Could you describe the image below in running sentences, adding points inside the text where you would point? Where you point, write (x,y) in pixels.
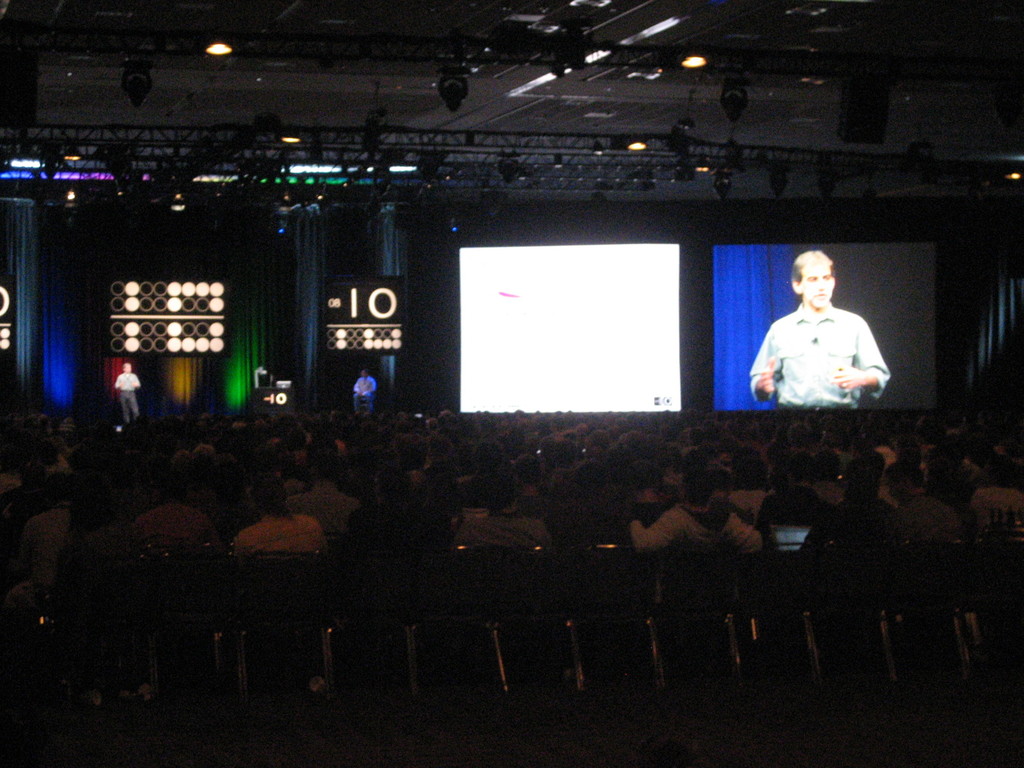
In the image we can see there are lot of people (493,501) sitting on the chair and there is a man (136,400) standing on the stage (147,412). Behind there are lightings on the banner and there are projector screens (749,340). There is a man (367,388) sitting on the stage (324,408).
